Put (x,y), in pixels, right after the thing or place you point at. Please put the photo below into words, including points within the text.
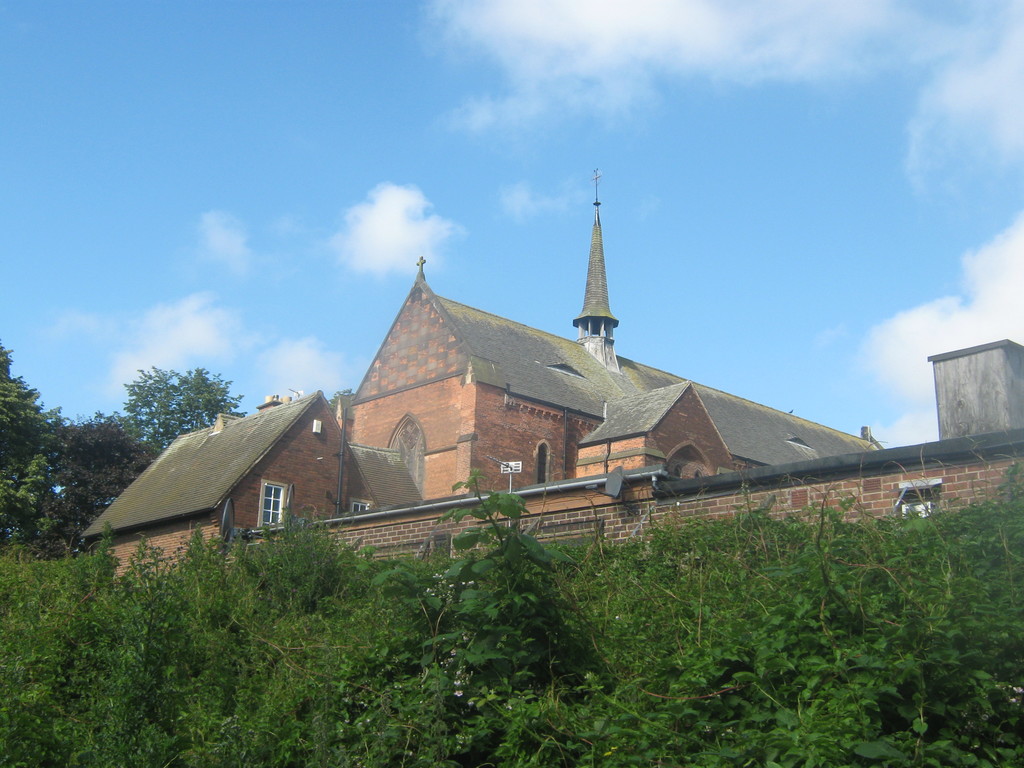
In this image there is a building (392,424). There is a cross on the building (438,323). At the bottom (323,692) there are plants (391,679). To the left (83,457) there are trees (118,477). At the top (460,111) there is the sky (483,88).
